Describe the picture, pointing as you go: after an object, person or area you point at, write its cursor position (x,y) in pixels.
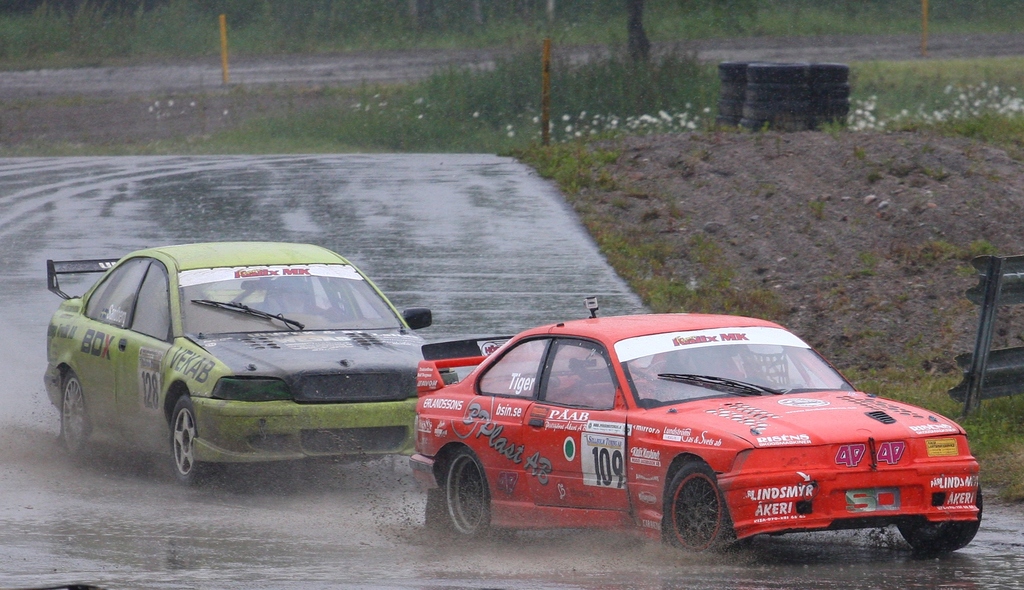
In this image we can see two cars (614,516) on the road (290,496). One is in red color and the other one is in green color. Background of the image (442,94) grassy land (597,117) and tyres (732,97) are present. Right side of the image (986,315) one board (1001,274) is there.
